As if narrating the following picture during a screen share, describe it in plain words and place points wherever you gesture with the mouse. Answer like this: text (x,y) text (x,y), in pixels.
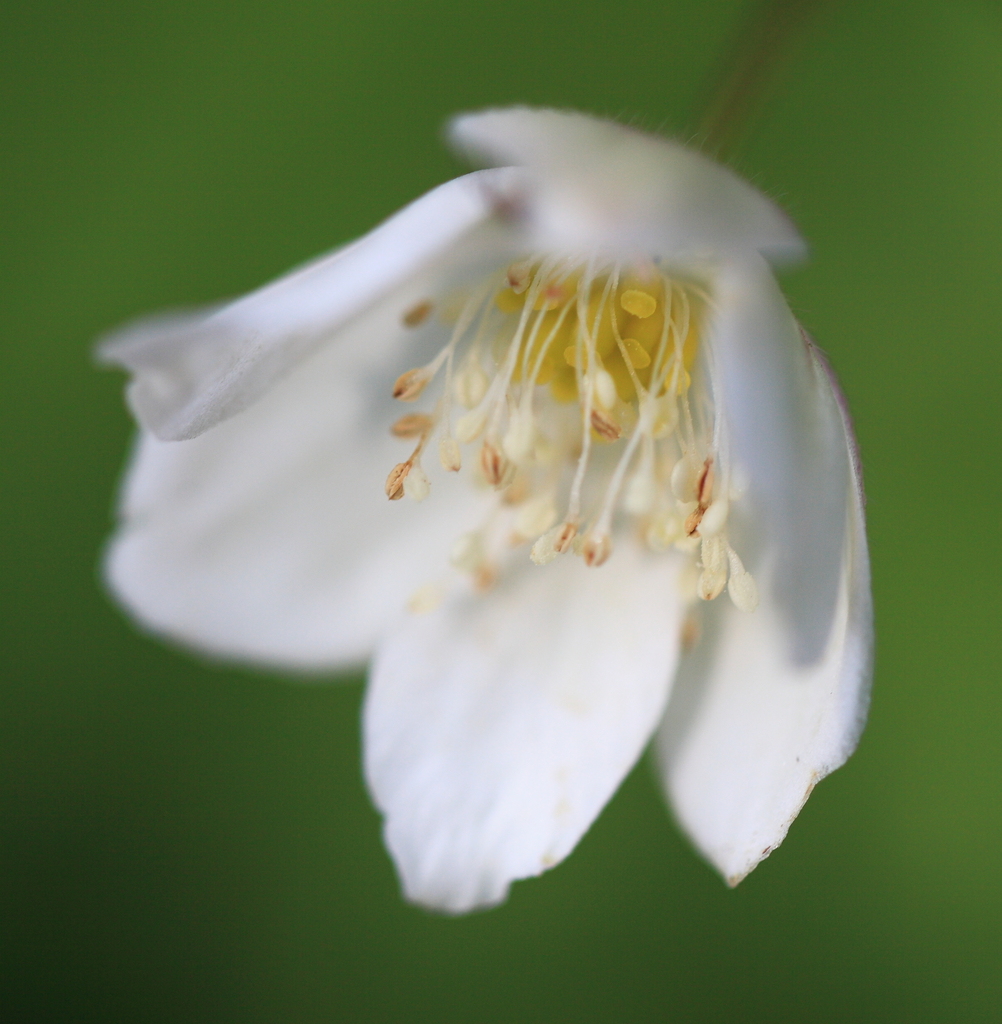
In this image we can see a flower (550,540).
